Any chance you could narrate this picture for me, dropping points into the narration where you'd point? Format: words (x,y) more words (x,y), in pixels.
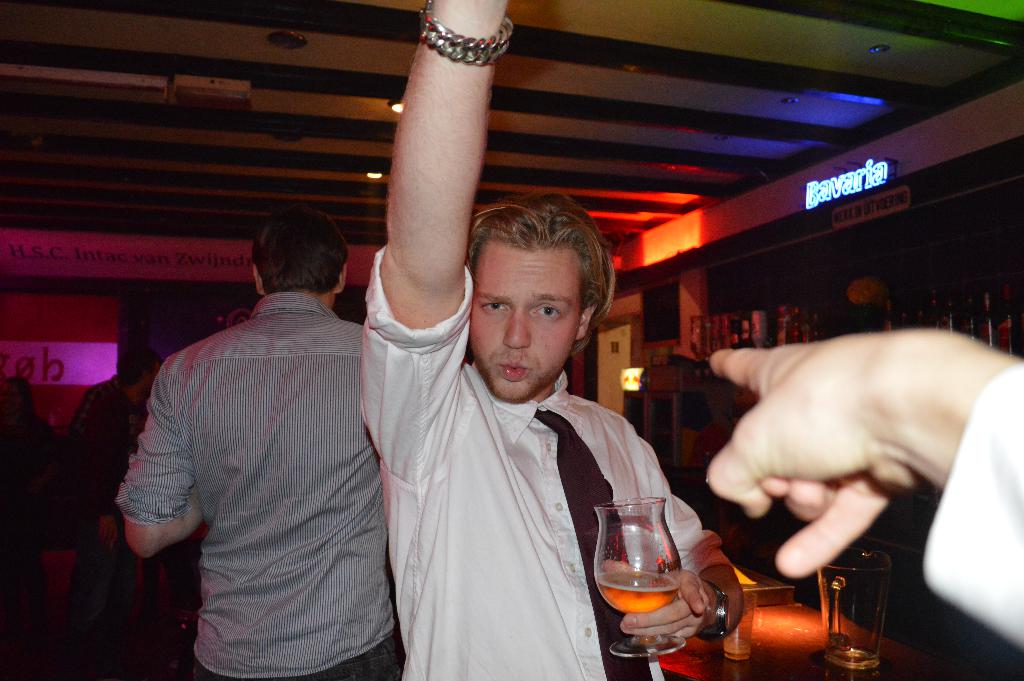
In this Picture we can see that group of person (521,261) standing in the bar (881,233), and in front (505,285) a man (459,538) wearing white shirt (501,556) and black tie (574,451) holding a wine glass (669,577) near the bartender table (781,642), behind there many wine bottles (794,320) and bavaria written on the top of the bartender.
